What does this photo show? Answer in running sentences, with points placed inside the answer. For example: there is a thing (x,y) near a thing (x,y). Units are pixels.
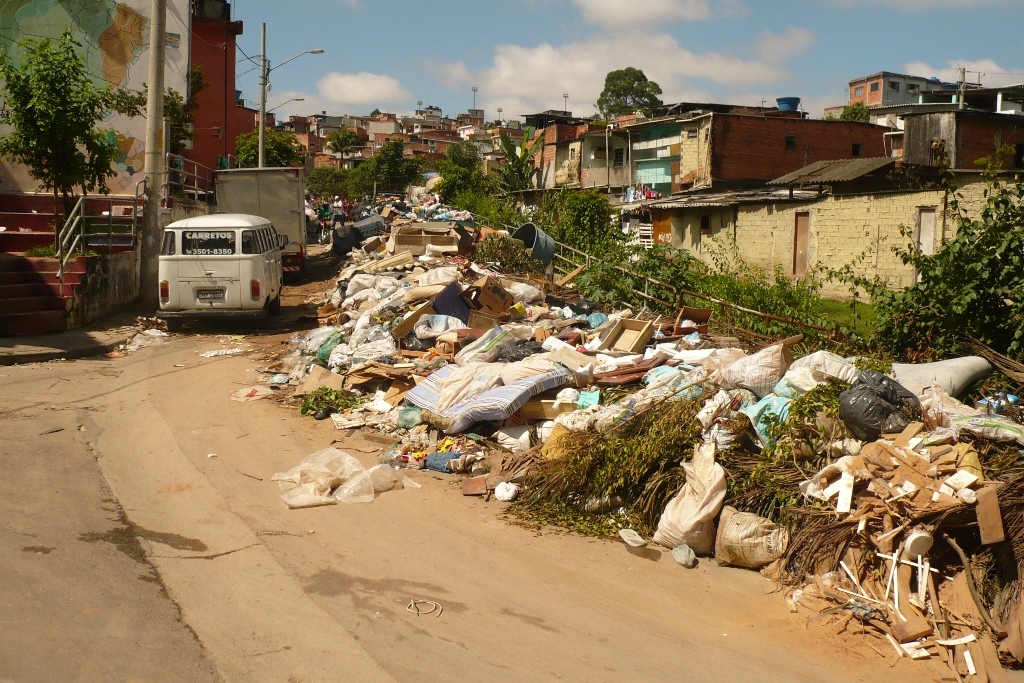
In this image in the front (609,381) there is scrap (435,322) and there are plants (679,286). On the right side (819,249) there are houses (798,167). In the background (299,176) there are buildings (196,121), poles (160,122), vehicles (259,236), trees (268,155) and the sky (573,42) is cloudy.
